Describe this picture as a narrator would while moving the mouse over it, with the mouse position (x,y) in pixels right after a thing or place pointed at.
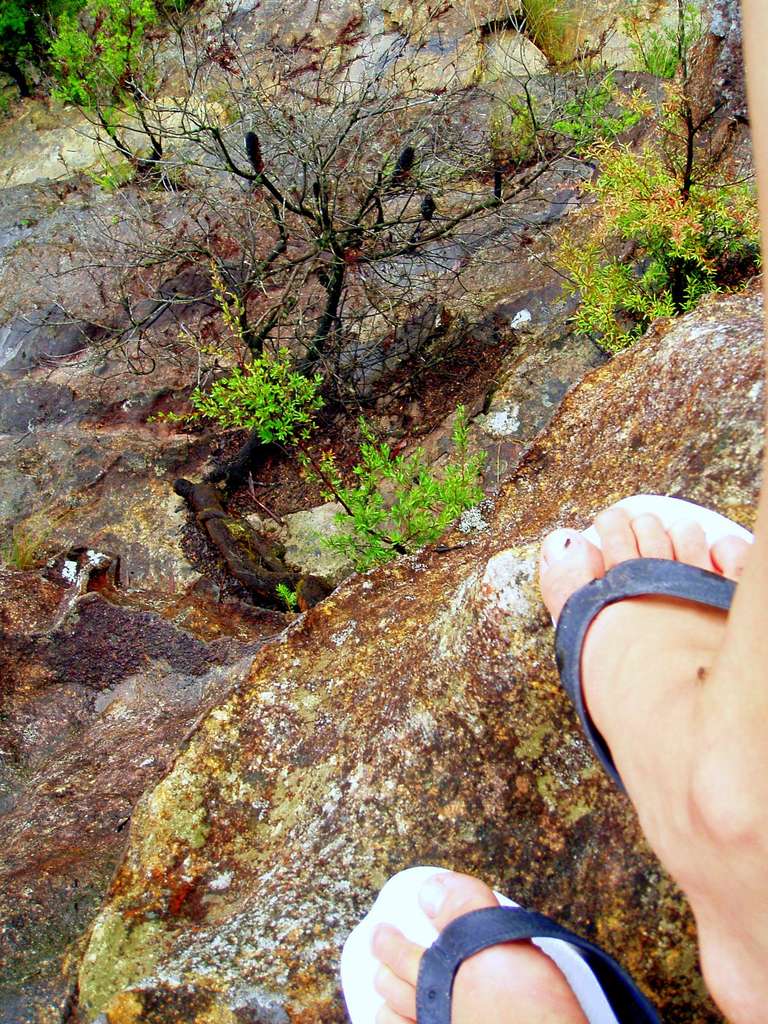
At the bottom right (758,807) side of the image I can see person legs (733,1005) and footwear (416,910). In the image I can see rock surface (259,223) and plants (652,168).
